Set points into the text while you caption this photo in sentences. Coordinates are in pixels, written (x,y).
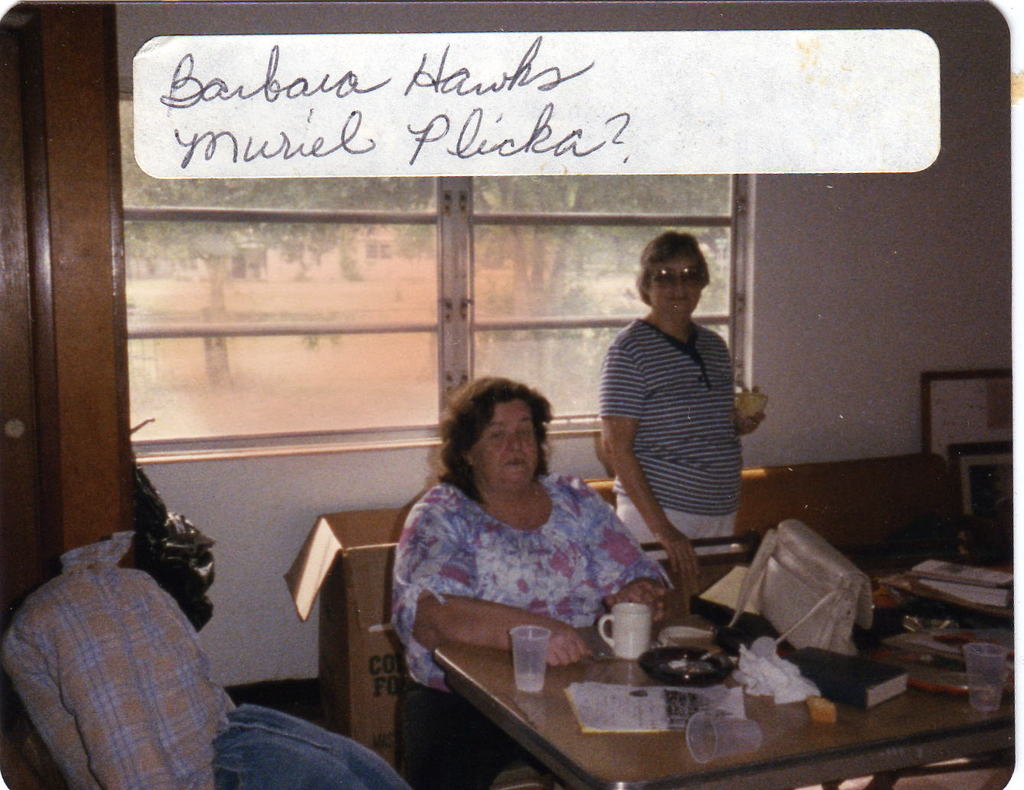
In this picture we can see woman (655,245) standing and smiling wore goggle (685,268), T Shirt (677,379) and here woman (522,536) sitting and in front of them we have table (664,647) and on table (589,673) we can see glass (703,729), paper (712,702), book (870,671), bag (818,611) and some more items (694,639) and in the background (281,228) we can see window (417,241) and from window (277,215) we can see trees (232,226).
